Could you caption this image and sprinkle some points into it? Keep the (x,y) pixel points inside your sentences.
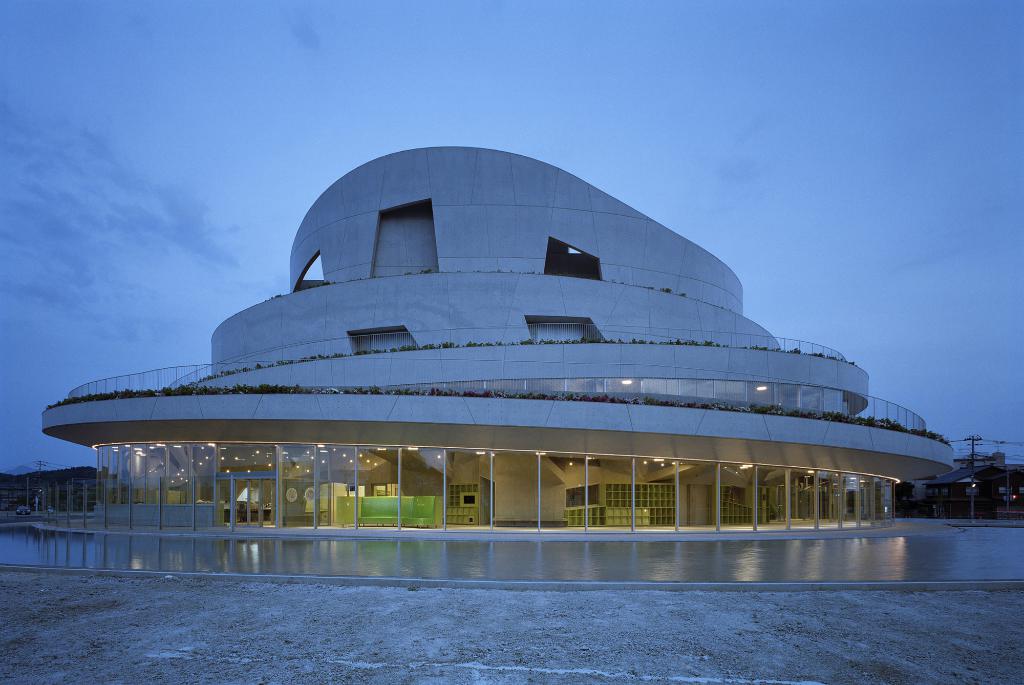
In this picture I can see a building (260,413) in front (172,448) and I see the lights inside the building (799,453) and I see few plants (458,392) on the building (796,377). In the background (211,18) I see the sky (880,257). On the right side of this image (985,471) I see few buildings (990,476) and I see the wires (980,442).
